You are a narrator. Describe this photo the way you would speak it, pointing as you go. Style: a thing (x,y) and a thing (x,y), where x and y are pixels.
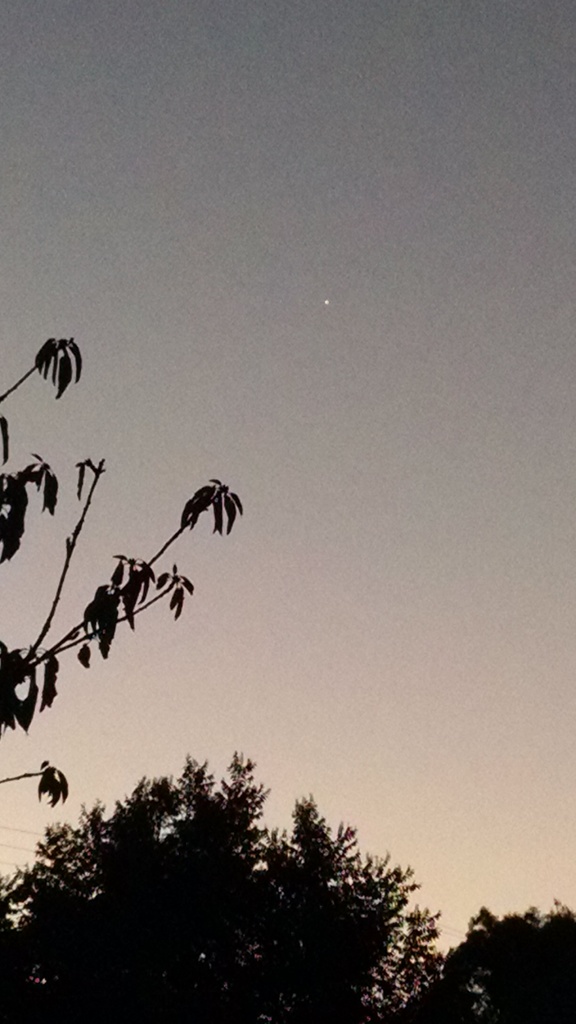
In the image there are some trees (190,853) and a sky (29,407).
